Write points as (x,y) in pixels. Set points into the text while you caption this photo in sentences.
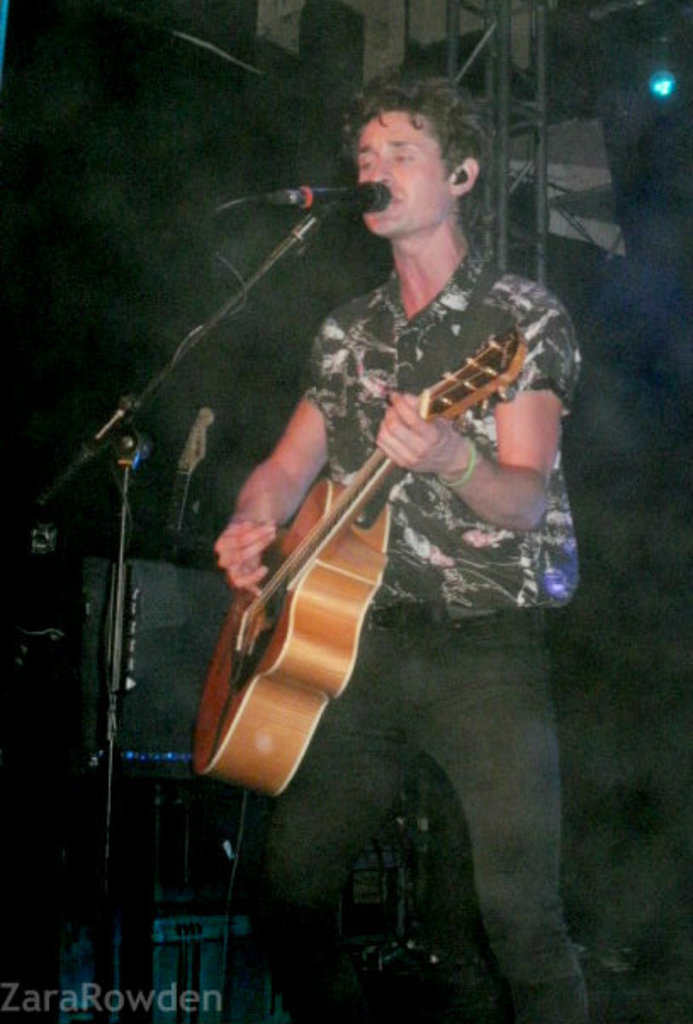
This picture we can see a man (415,532) is playing a guitar (320,554) in front of microphone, in the background (513,193) we can see some metal rods (539,53) and lights (658,89).
